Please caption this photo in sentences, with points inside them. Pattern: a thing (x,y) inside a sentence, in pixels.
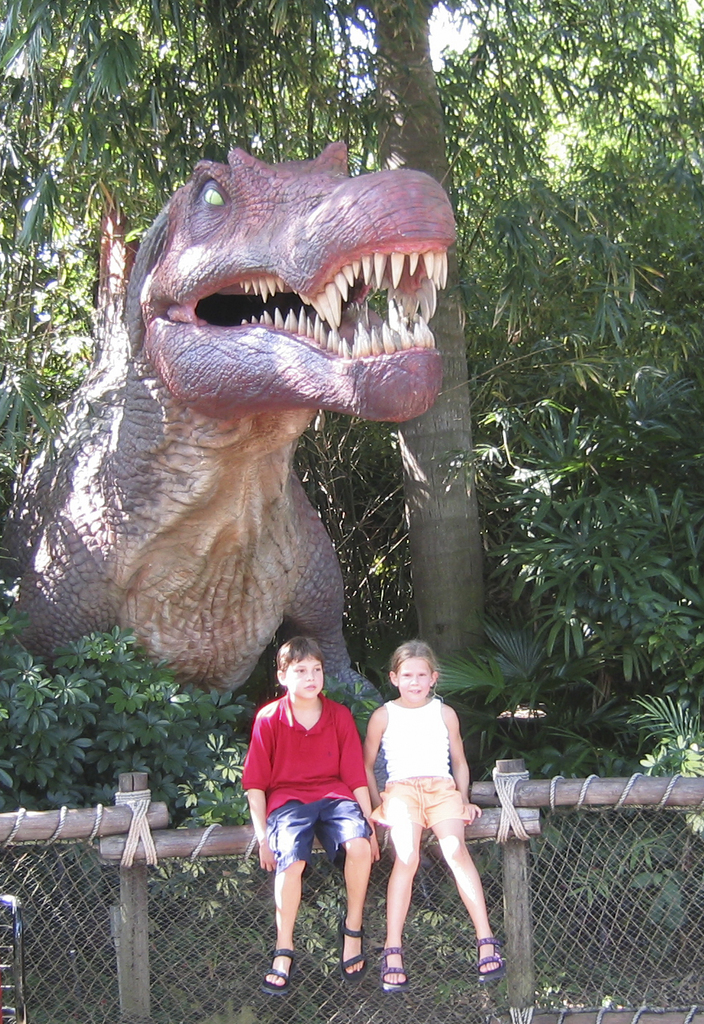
To the bottom of the image (559,784) there are few wooden poles (92,830) with mesh (621,917). In the middle of the pole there is a boy (352,737) with red t-shirt (317,761) and a girl (402,752) is sitting on it. Behind them there is a dinosaur statue (192,549) and also there are many trees (553,329).
